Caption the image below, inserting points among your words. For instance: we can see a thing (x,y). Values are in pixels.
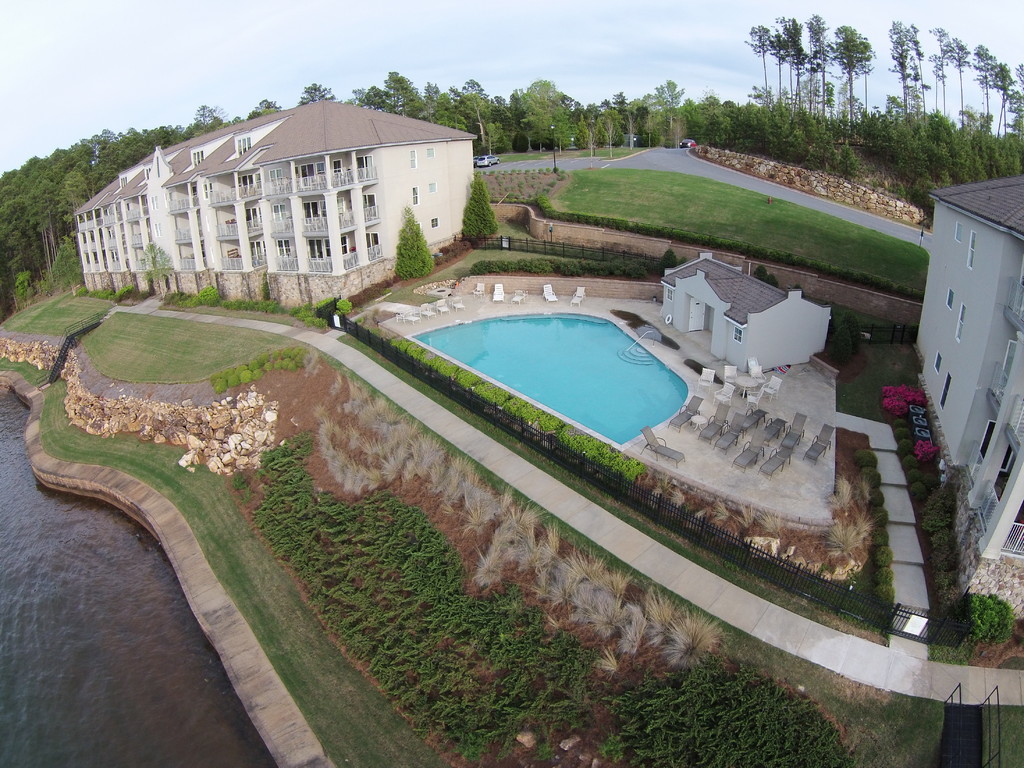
In this picture I can see buildings (355,221), swimming pool (590,381), grass (621,184) and water (135,635). In the background (660,97) I can see trees (644,100), vehicle (491,164) on the road (535,164) and the sky (369,71).
